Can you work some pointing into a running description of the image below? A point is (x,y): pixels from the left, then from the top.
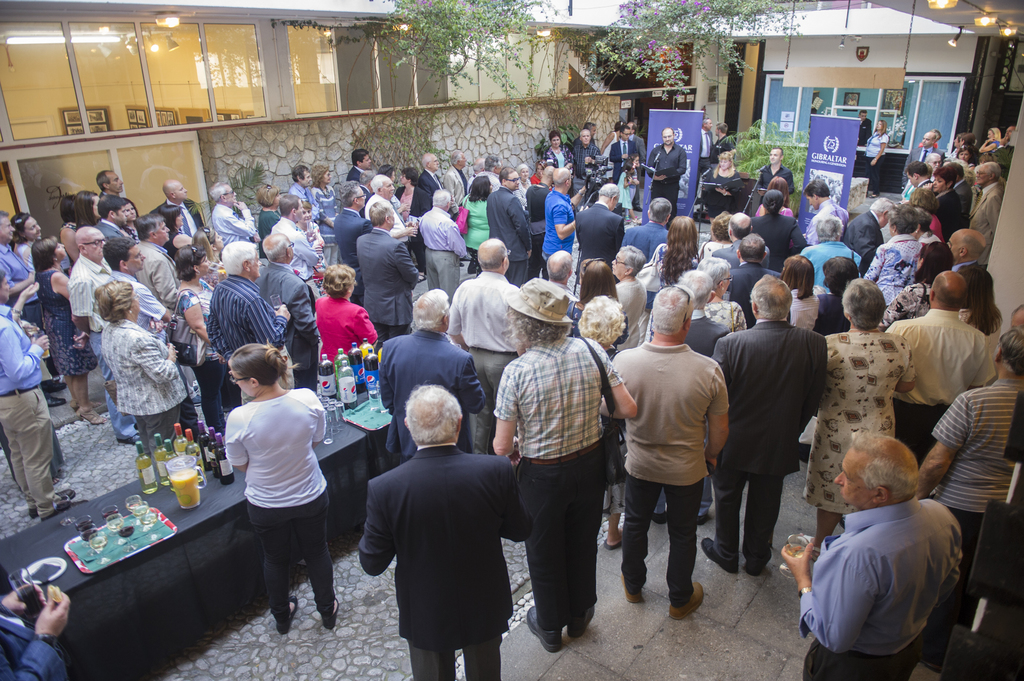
In this image we can see many people (538,230) standing on the path (627,618). We can also see a table (342,432) which is covered with the black color cloth (362,443) and on the table (163,494) we can see the bottles (226,476), glasses (113,515) placed in a tray (164,519). We can also see the plate (45,575). In the background (339,143), we can see the fencing wall (264,143), building (985,32) and trees (633,52). We can also see the banners (697,153) with text (684,146). Image also consists of lights (991,19) attached to the ceiling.
